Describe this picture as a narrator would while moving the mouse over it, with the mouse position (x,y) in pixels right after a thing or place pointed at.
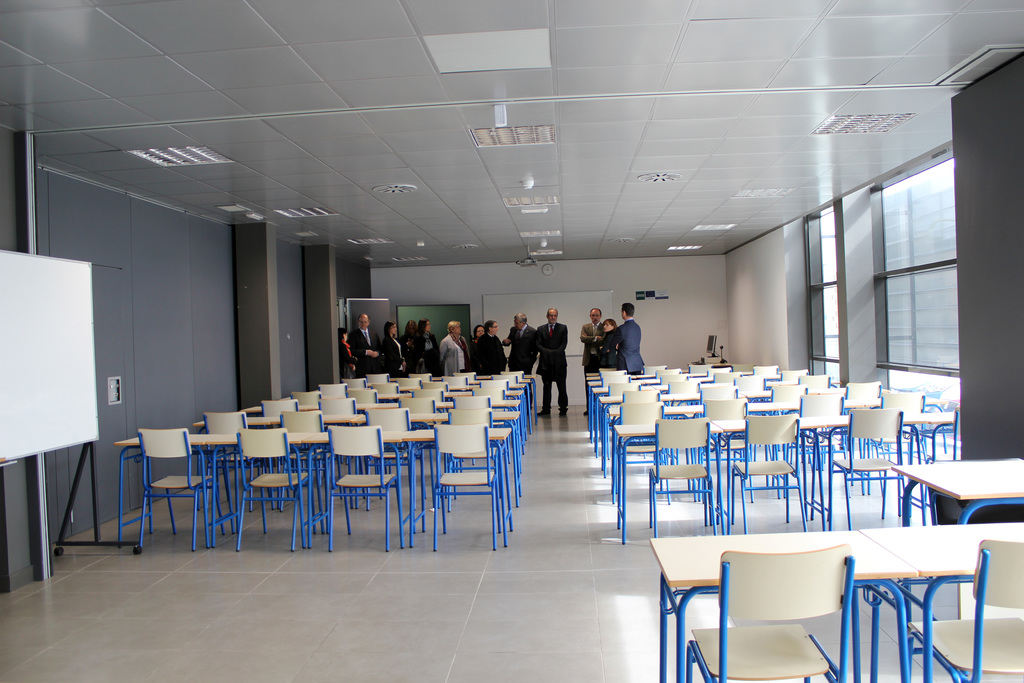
Here we can see few persons (550,398) are standing on the floor (263,638). There are chairs (675,447), boards (48,320), and lights (683,250). This is wall (224,335) and there are pillars (325,298). And this is roof (630,141).
